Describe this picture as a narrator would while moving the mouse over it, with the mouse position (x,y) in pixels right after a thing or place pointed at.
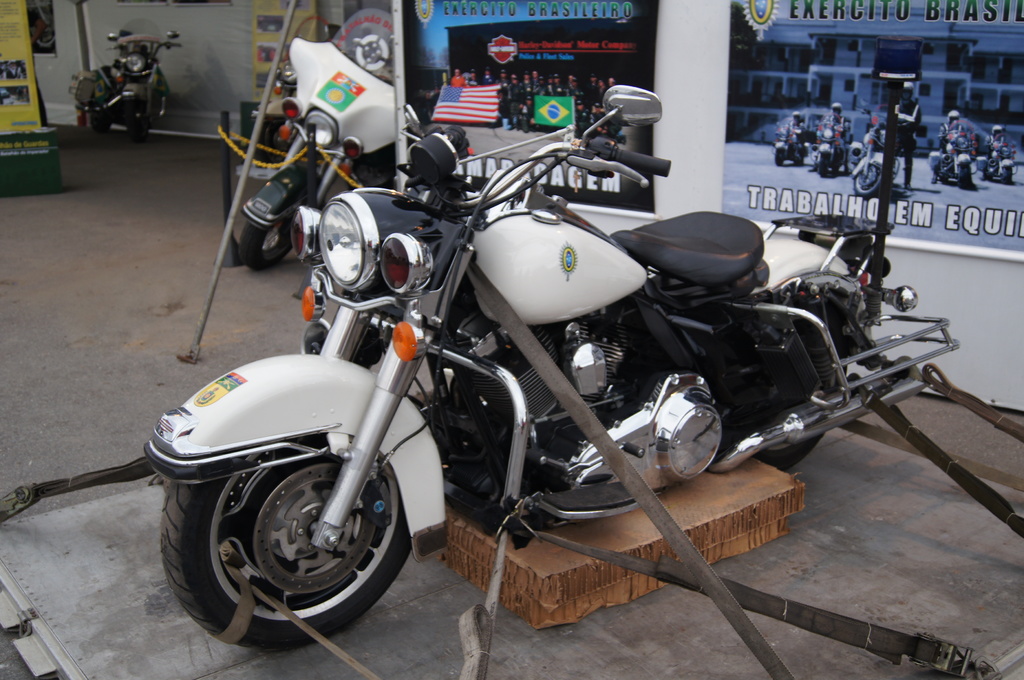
In this image I can see a motor bike (516,293) which is white and black in color is tied with belts (488,283) to the surface (633,634). In the background (382,117) I can see few other motor bikes (300,108), few yellow colored banners (20,16) and few blue and black colored banners (521,51) attached to the white colored wall (966,297).
